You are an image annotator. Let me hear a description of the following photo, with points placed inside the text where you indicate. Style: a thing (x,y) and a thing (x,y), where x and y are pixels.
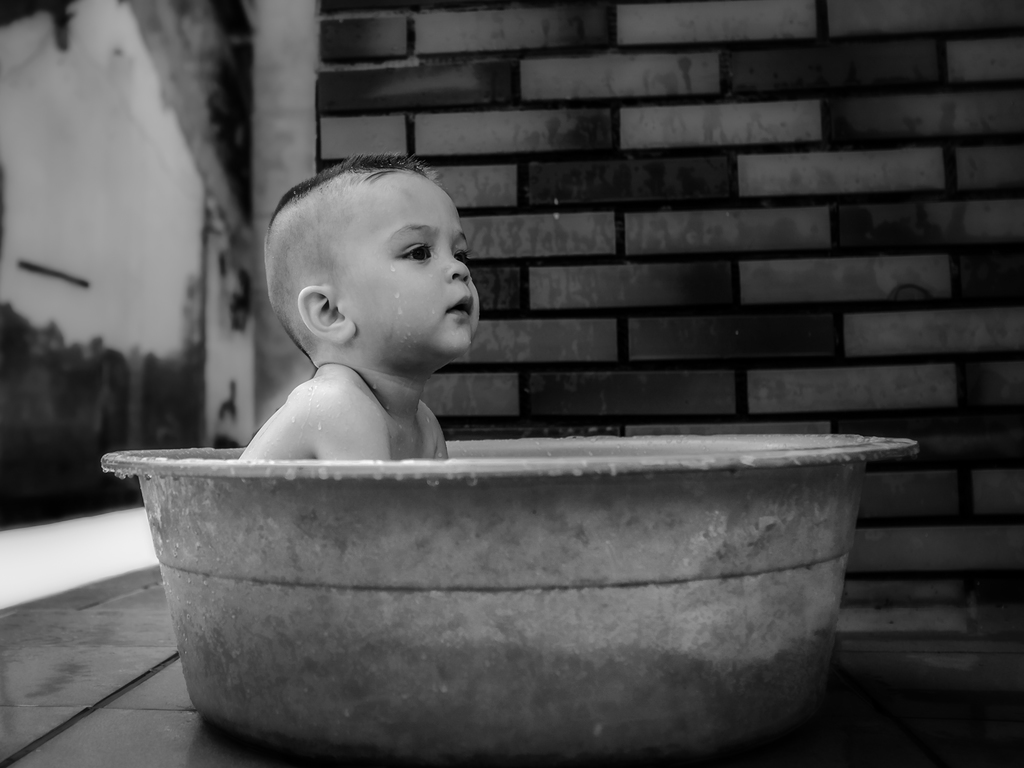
In the center of the image (386,425) we can see a kid (367,416) sitting in the tub (537,548). In the background (778,119) there is a wall (543,112).
